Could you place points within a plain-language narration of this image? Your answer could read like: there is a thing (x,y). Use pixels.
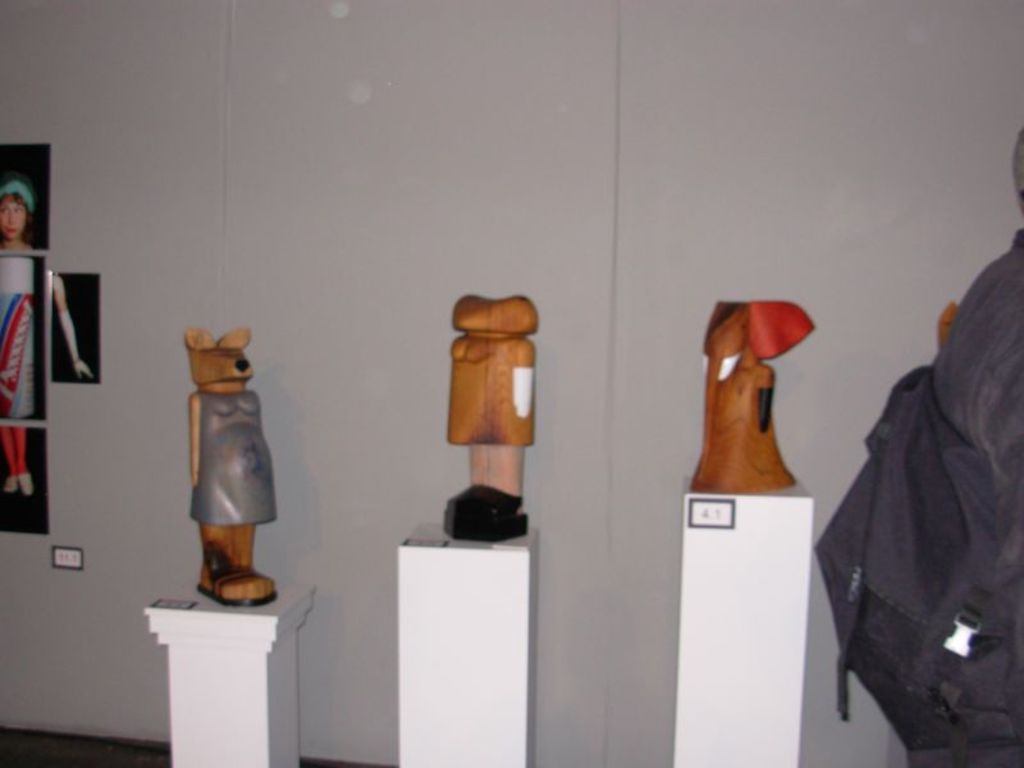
In this image I can see toys (245,453), photos (4,370) on the wall (325,254) and a bag (960,583) which is black in color. These objects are on a white color objects (480,632).
